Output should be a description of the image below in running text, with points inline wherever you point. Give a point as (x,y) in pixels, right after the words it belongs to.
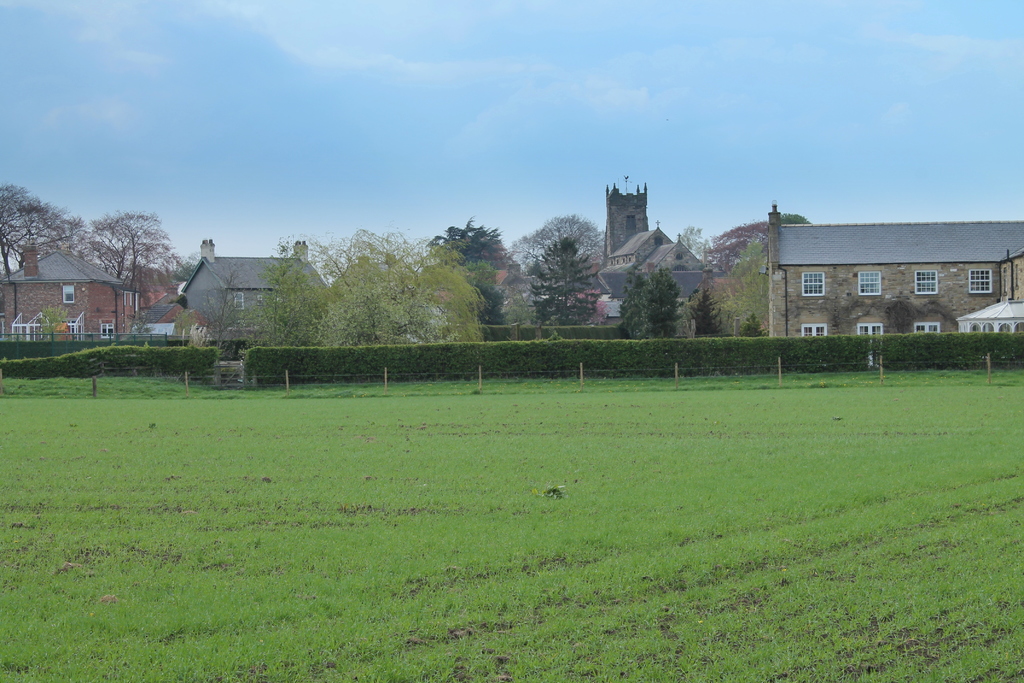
In this image I can see the grass (488,465), plants (378,365), fence (474,373), buildings (819,301) and trees (422,294). In the background (328,83) I can see the sky (328,83).
